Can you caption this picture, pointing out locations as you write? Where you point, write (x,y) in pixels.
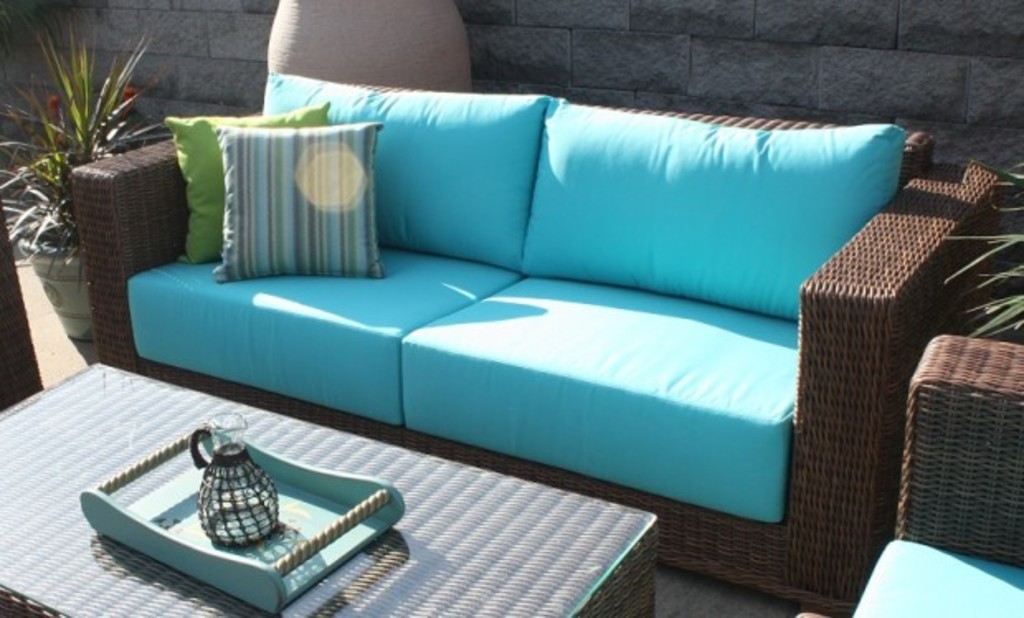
There is a table (421,562), tray (182,442), jug (243,501) on it, sofa (144,220), cushions (383,185) and plant (86,108).
